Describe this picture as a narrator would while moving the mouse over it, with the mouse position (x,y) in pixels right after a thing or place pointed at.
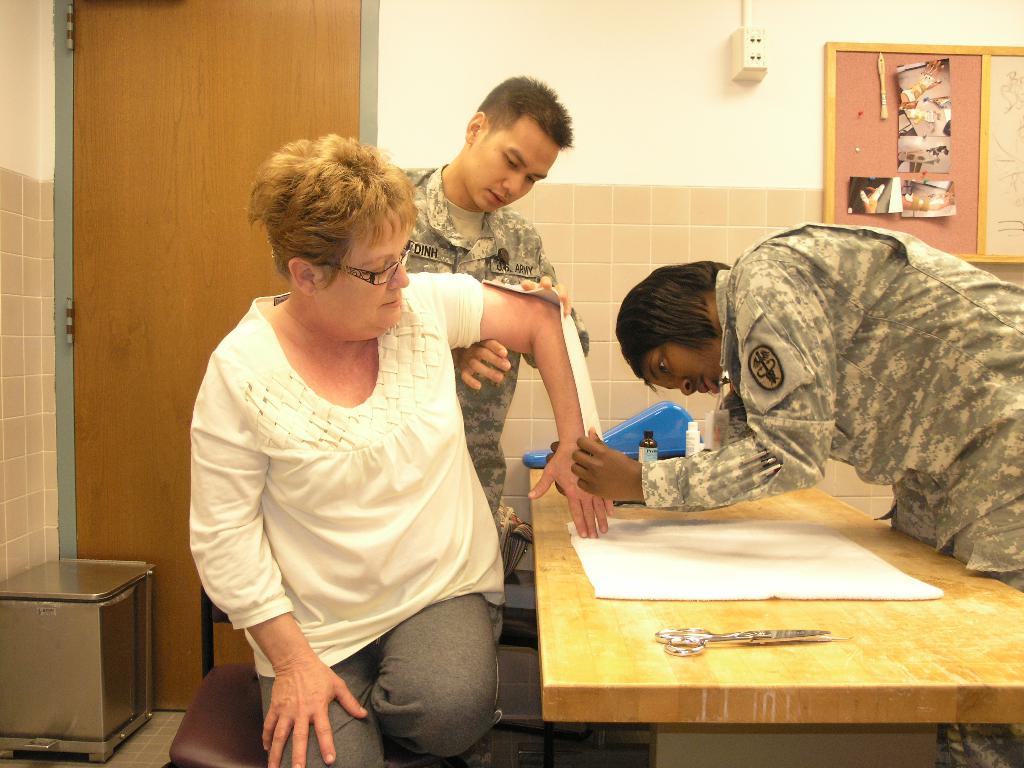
This picture describes about three people (388,344) in front of them we can see a scissor (684,653), paper (666,595) and some objects (628,439) on the table (694,626) besides to them we can find box (112,604), notice boards (859,175) and socket (747,46).
